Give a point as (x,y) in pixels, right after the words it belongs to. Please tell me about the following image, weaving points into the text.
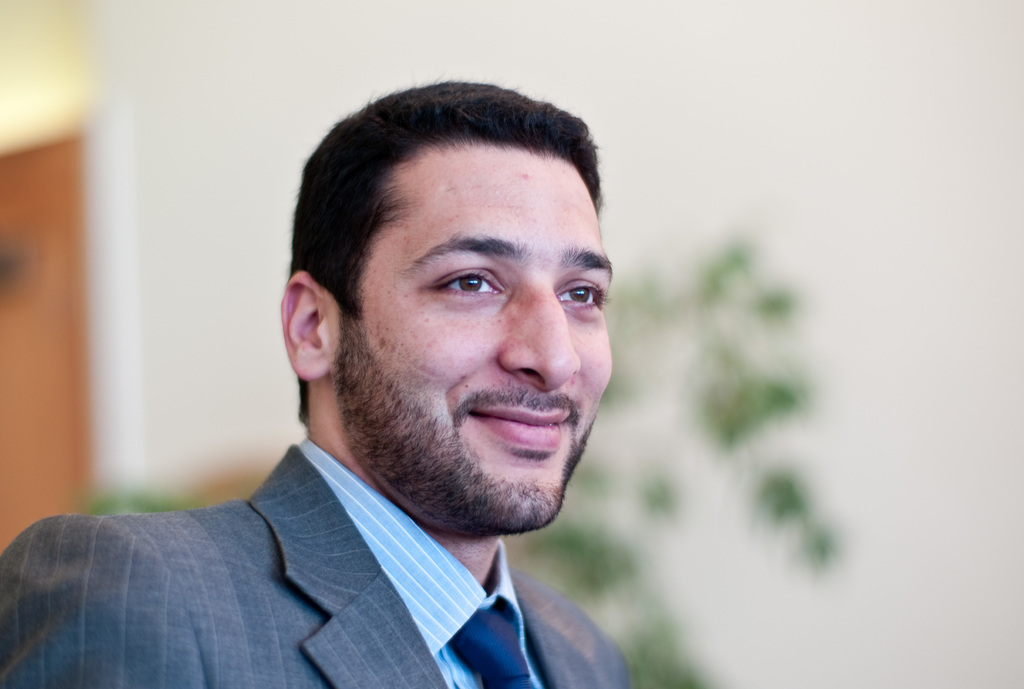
In the front of the image (391,507) we can see a person (398,618) is smiling. In the background of the image (719,422) it is blurry. I can see a wall (239,79) and plant (738,427).
